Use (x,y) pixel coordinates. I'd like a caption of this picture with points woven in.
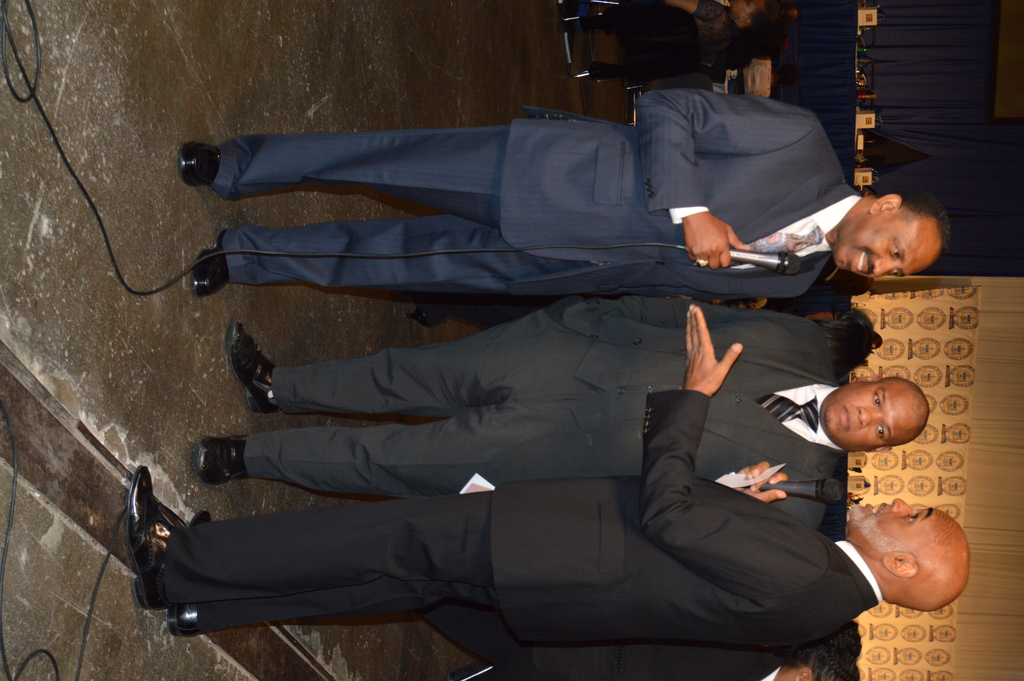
In this picture I can see few people (719,388) standing. I can see couple of men (719,210) holding microphones (784,263) in their hands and speaking. I can see a human (640,53) sitting on the chair (581,34) and a board (889,485) with some text (924,457) in the background (932,371) I can see a table (845,127) and few items (871,13) on it.
